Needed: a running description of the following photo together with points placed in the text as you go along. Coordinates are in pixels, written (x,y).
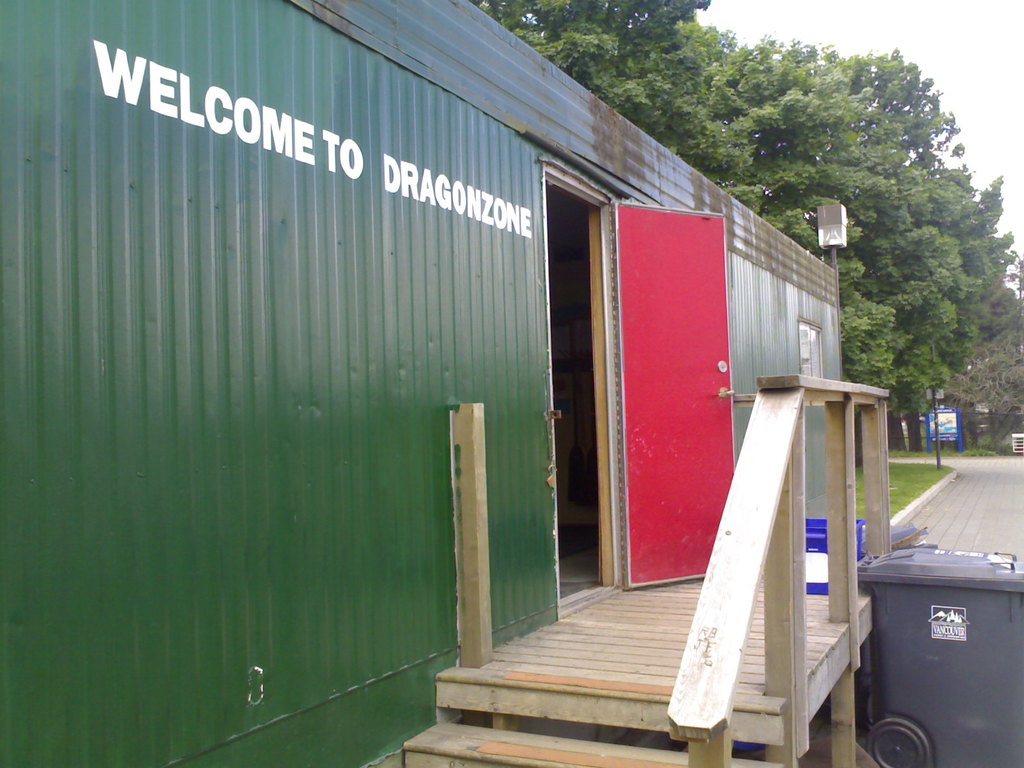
In the picture we can see a huge box (244,466) with a door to it which is opened and the door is red in color and beside the house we can see railing (716,692) and steps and beside it, we can see a dustbin (982,633) and in the background (999,427) we can see a grass surface (983,453) and on it we can see some trees (1002,400) and pole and a sky (987,93).
